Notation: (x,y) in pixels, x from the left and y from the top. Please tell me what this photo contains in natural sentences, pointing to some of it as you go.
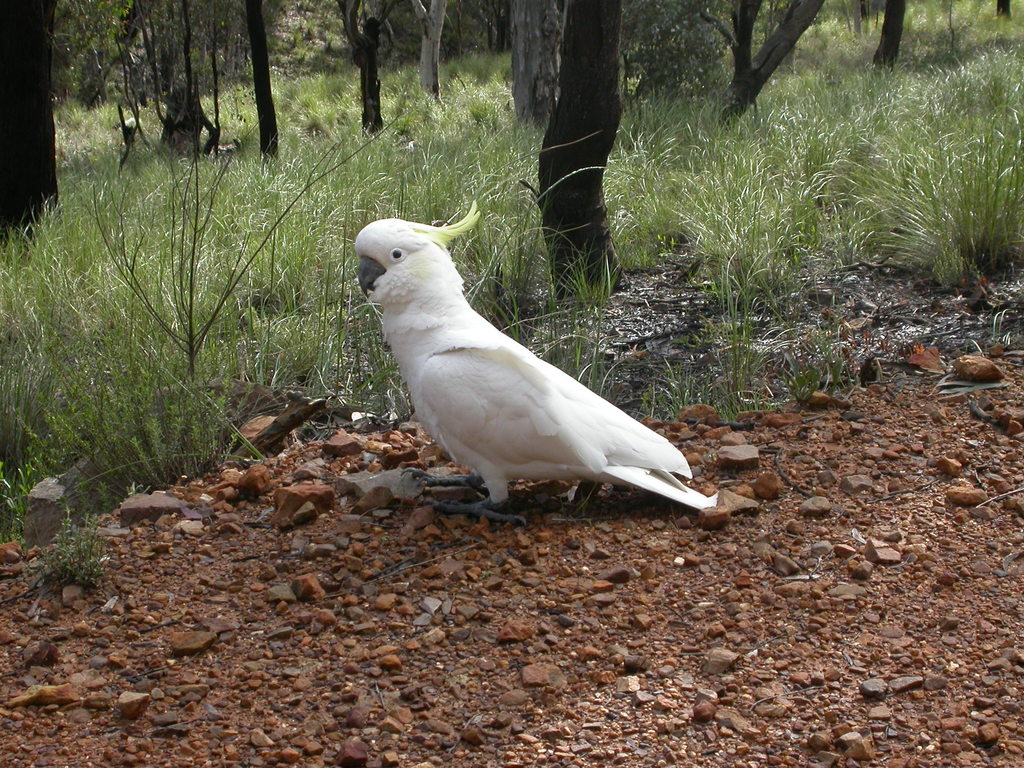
In this image I can see a bird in white color, background (219,203) I can see trees (106,40) and grass (434,98) in green color.
